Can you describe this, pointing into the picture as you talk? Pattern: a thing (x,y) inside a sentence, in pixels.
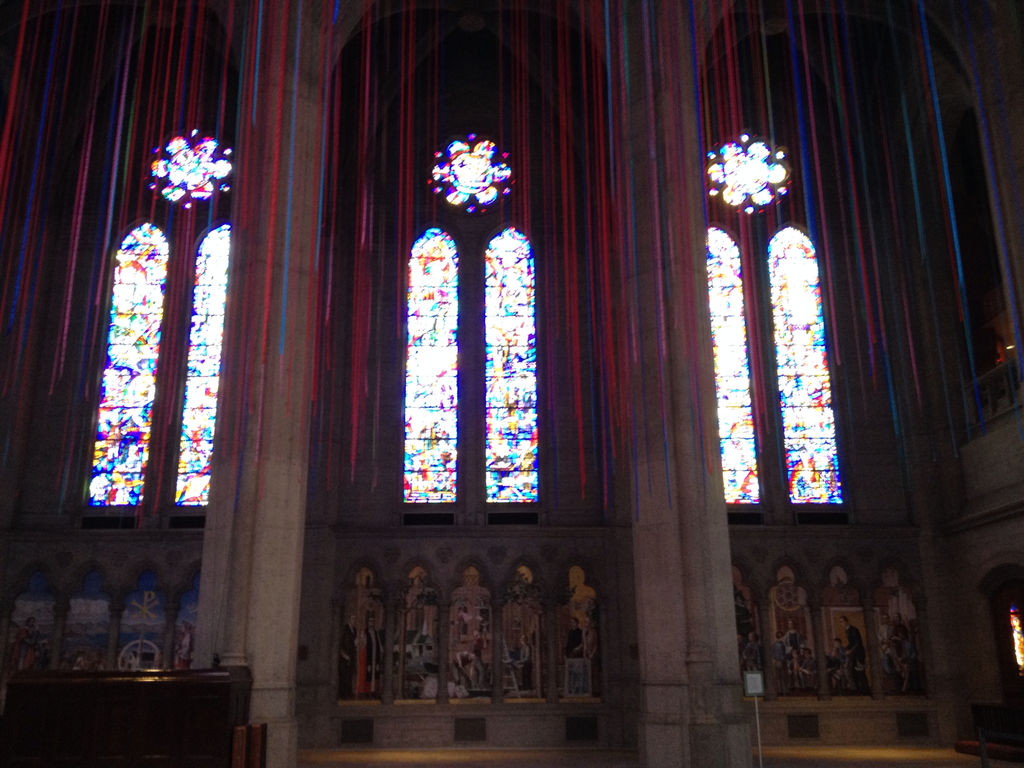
This picture is taken inside of a church (462,640) and In the foreground of this image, we see three windows (728,253), two pillars (698,589), bench (225,687) and few paintings (841,651) on the wall (822,655).
